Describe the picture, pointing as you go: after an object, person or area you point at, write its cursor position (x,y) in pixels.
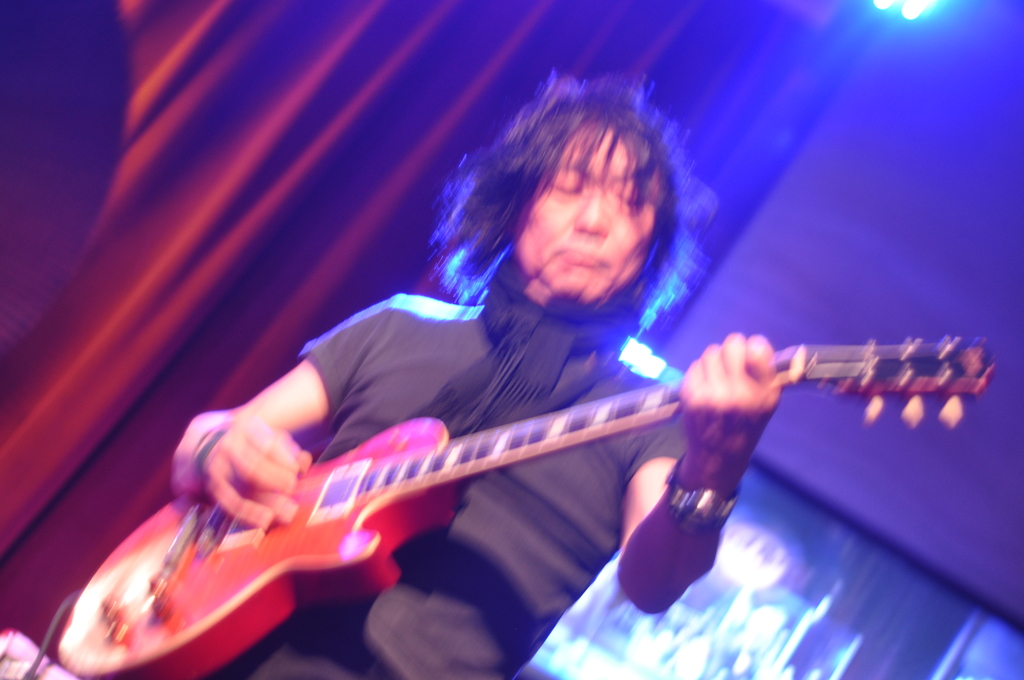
In this image there is a man (668,192) playing a guitar (423,429). He is wearing a grey t shirt (398,340) and black scarf (536,332). In the background (681,51) there is a curtain (549,55) and a light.
